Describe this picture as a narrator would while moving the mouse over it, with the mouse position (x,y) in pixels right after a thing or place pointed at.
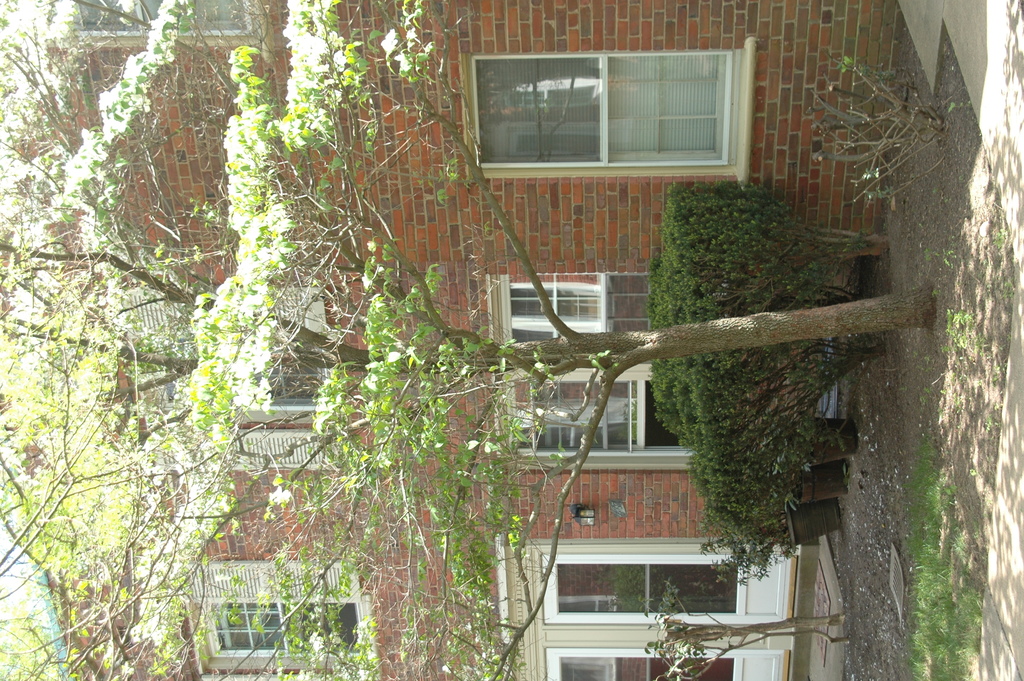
In the foreground of the image (473,359) we can see a tree (746,343) and some plants (757,378) in pots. In the background (572,515), we can see building (549,189) with windows (594,445), glass doors (584,560) and a lamp (589,515) on the wall (598,527).
